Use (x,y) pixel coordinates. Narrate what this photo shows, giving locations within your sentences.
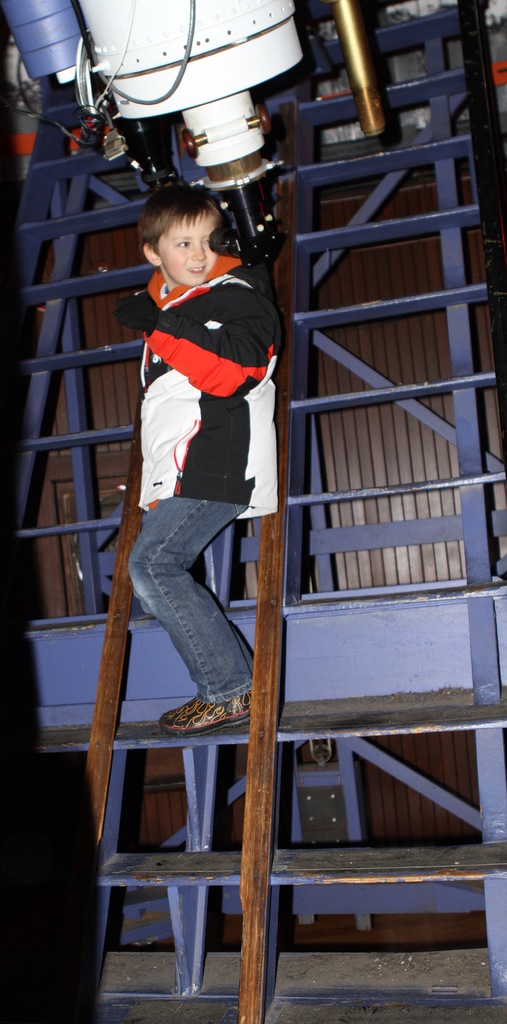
There is a boy (172,466) wearing gloves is standing on a ladder (230,875). And there is a white color object (204,67).
